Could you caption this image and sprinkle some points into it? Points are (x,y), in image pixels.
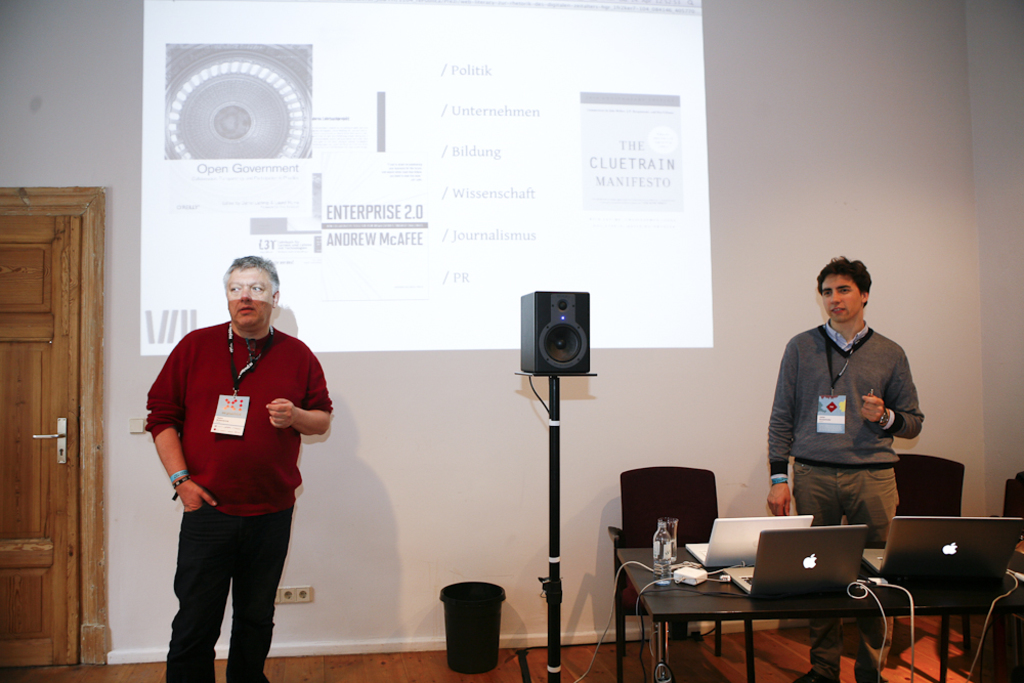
There are 2 people (779,491) standing here. On the table (806,607) we can see laptops (751,541), bottle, glass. On the wall (515,594) there is a screen (424,234) and here we have a speaker (562,334) with stand (552,401). On the left (54,297) there is a door (65,551).
